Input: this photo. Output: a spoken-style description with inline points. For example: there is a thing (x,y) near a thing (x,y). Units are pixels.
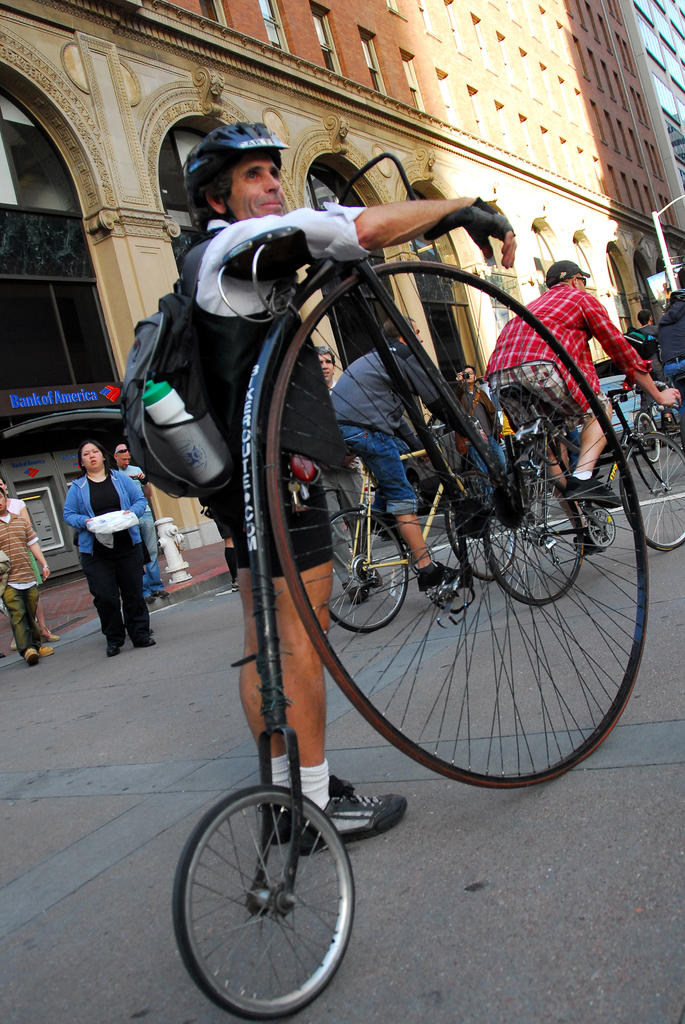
In this image, few peoples (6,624) are standing, few are riding bicycles (456,609) on the floor (456,917). Here there is a backpack (158,447), bottle (170,407) and helmet (212,141). And background (559,120) we can see buildings (297,88).
